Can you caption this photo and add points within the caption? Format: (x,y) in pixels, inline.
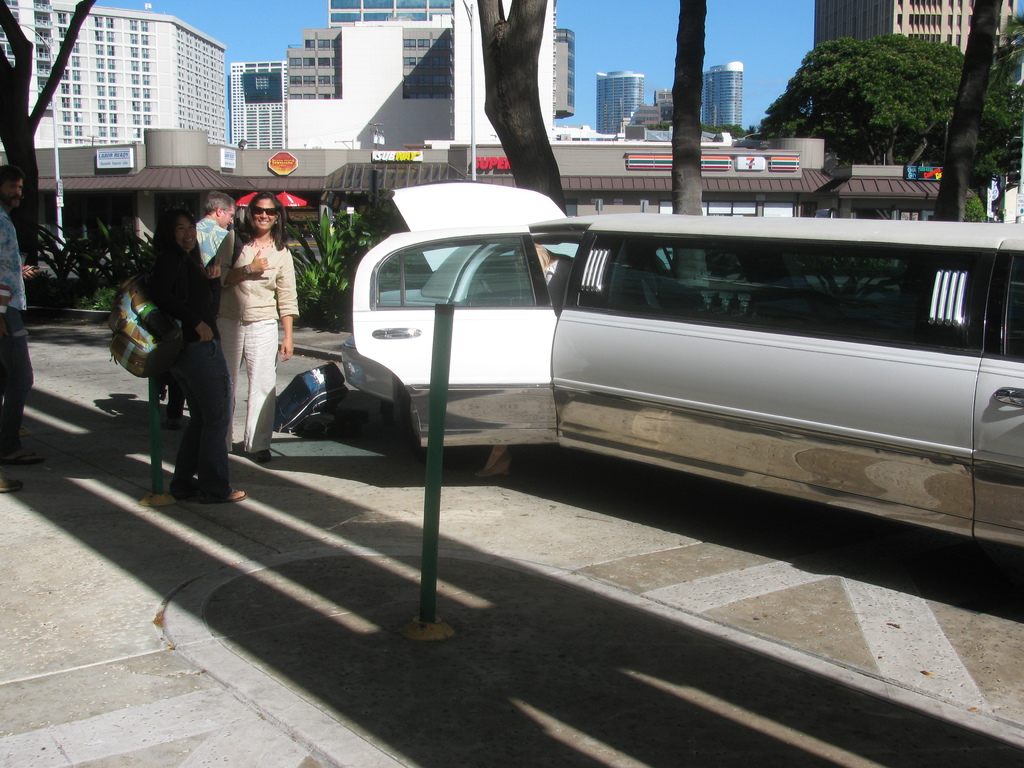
In the foreground of this image (823,368), on the right (799,373), there is a vehicle (831,400), few bollards (433,485), persons (167,411) wearing backpacks (169,333) are standing on the pavement (172,504) and there is also a bag (311,371) on the ground (328,343). In the background (535,168), there are few buildings (292,149), trees (938,113) and the sky (625,35).
